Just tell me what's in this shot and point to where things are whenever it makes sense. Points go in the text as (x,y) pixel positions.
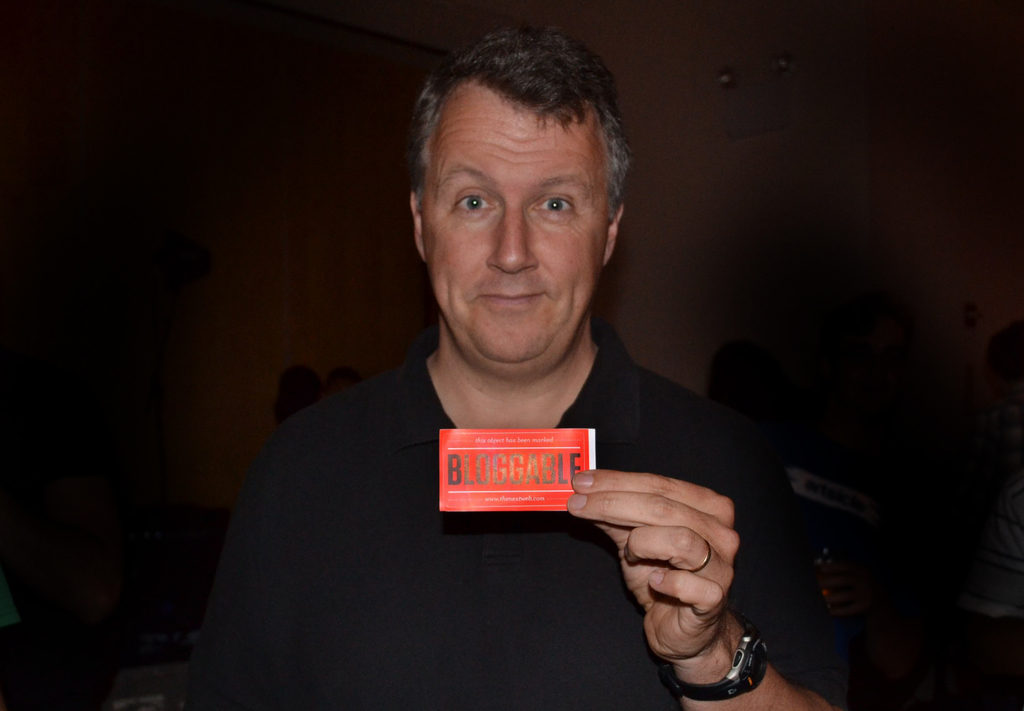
In this image there is a person (346,495) wearing a black T-shirt (405,516). He is holding a card (552,501). He is wearing a watch (743,690). Behind him there are few persons (1005,534). Behind them there is wall (47,117).
